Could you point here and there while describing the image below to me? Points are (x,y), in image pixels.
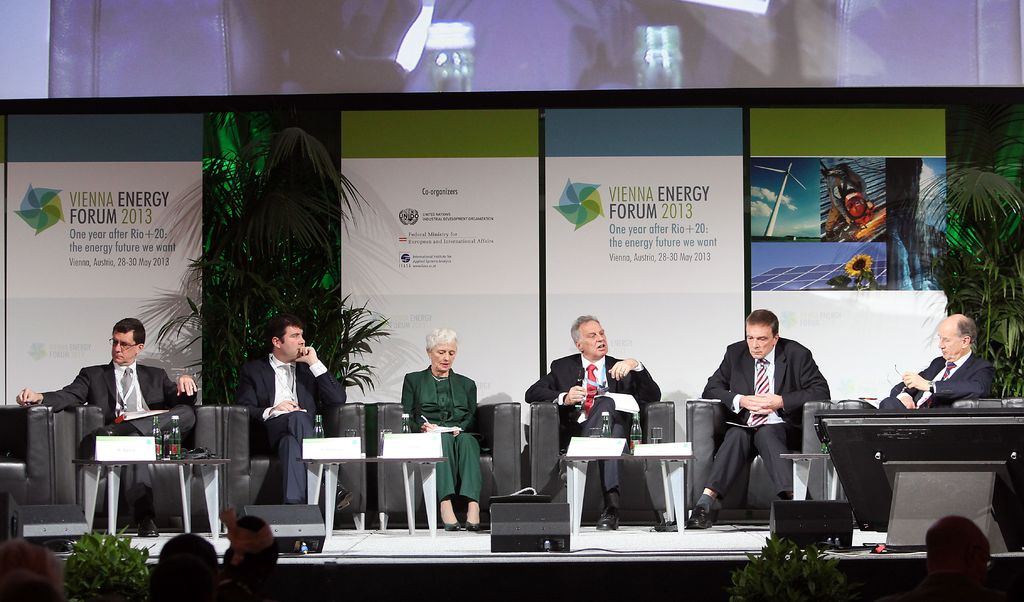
Here in this picture we can see a group of people (163,414) sitting on chairs (960,407) on the stage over there and we can see tables (617,456) present in front of them with water bottles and glasses (657,443) on it over there and in the front (290,515) we can see speakers (322,515) present and behind them we can see banners (534,179) and plants (967,310) present and on the top (888,60) we can see digital screen (1,29) present over there.
